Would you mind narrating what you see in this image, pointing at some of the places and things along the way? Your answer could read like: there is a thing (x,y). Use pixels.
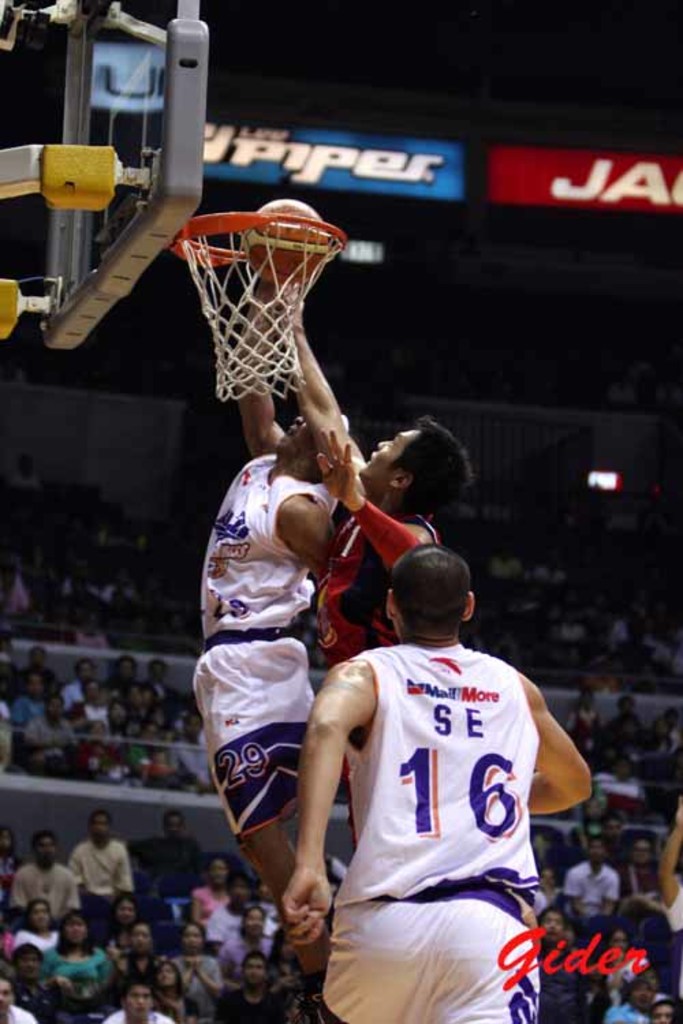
In the image we can see these three people (353,657) are playing basketball, this is a basketball (291,237) and the net (223,281). This is a watermark (593,957) and there are many people (124,933) sitting and watching the match. These people (327,586) are wearing clothes (264,808).
